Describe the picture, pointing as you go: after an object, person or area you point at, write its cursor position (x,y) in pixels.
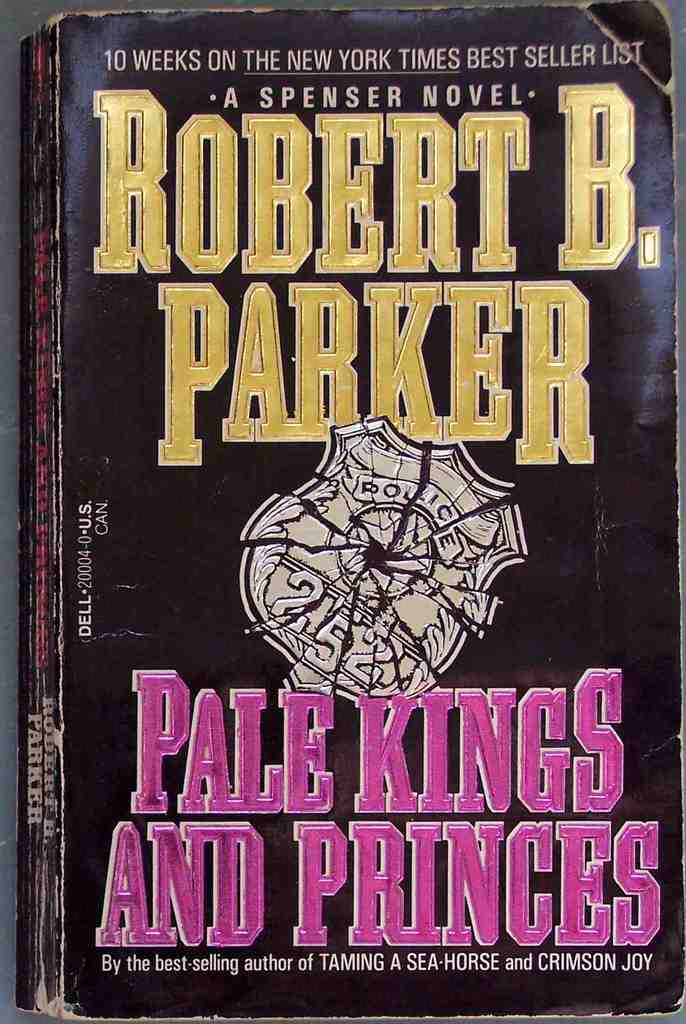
In this picture we can see a book (339,704).
